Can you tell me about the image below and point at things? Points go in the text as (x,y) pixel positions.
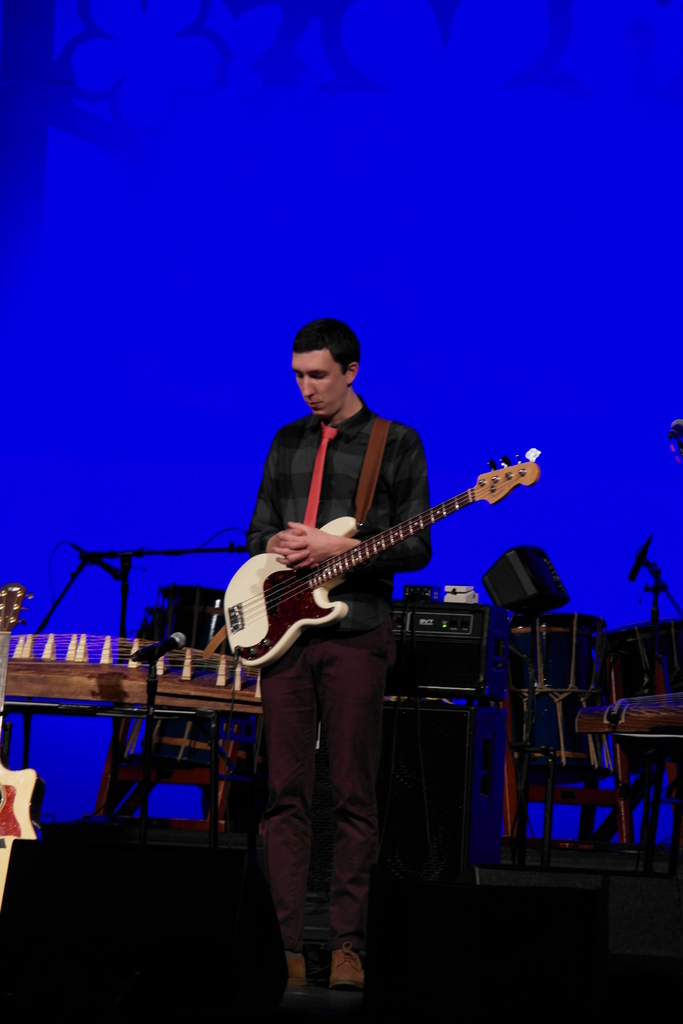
In this picture only one person (324,641) is present standing in the middle (345,634) wearing a red tie (329,427) and shirt (399,513), pant (366,690) and holding a white guitar (373,539) and behind him there are drums (540,680), string instrument (185,696) and some other instruments (410,649). Where the backside is blue in colour.
